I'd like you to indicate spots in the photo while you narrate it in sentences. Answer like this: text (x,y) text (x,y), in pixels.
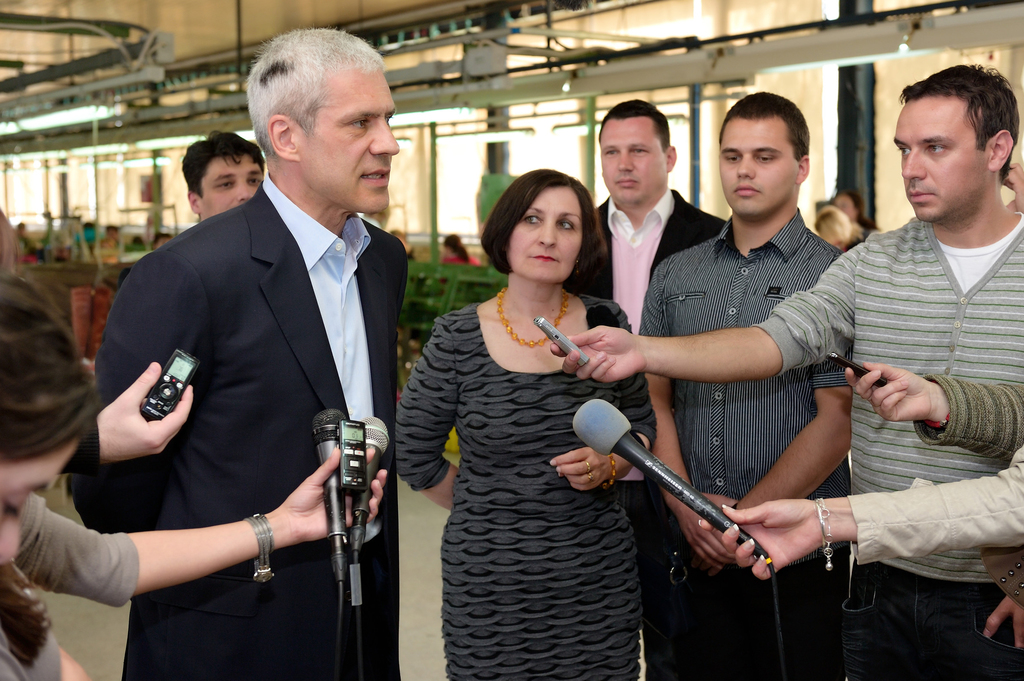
In this image we can see a group of people (589,472) standing on the floor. In that some are holding the microphones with their hands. On the backside (468,243) we can see a wall (447,232), ceiling lights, pole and a roof (133,119).
